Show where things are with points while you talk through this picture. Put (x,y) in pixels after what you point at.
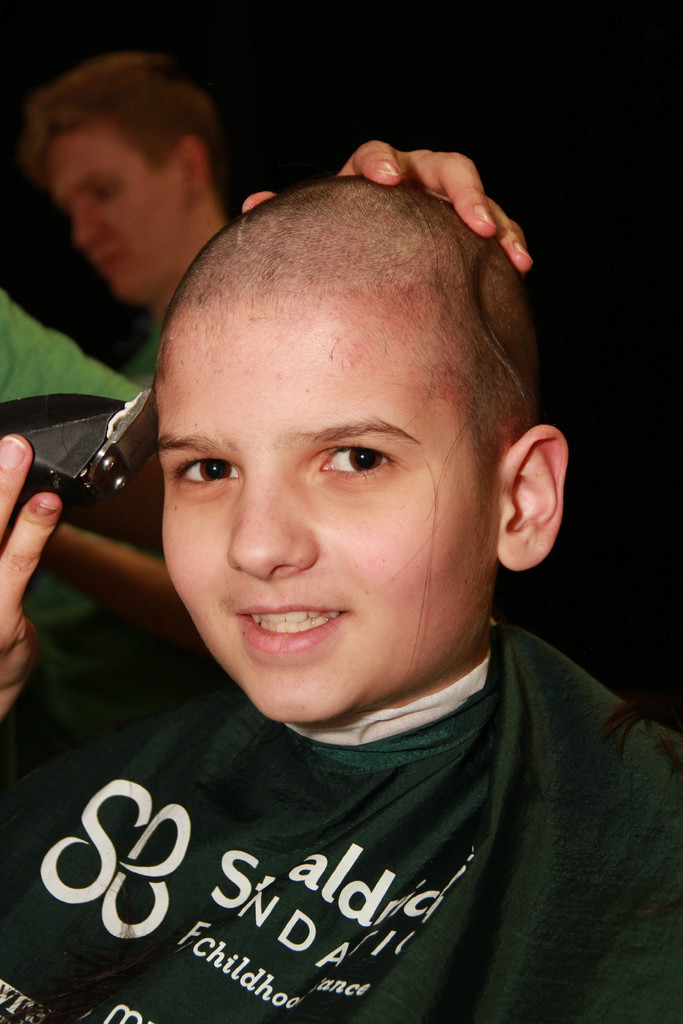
There is one kid (305,838) wearing a dark green color cape (365,855) is in the middle of this image (323,611). We can see a person (15,552) holding a trimmer (79,450) is on the left side of this image (68,458). We can see another person (88,193) is on the left side of this image (94,207). It is dark in the background (514,161).
